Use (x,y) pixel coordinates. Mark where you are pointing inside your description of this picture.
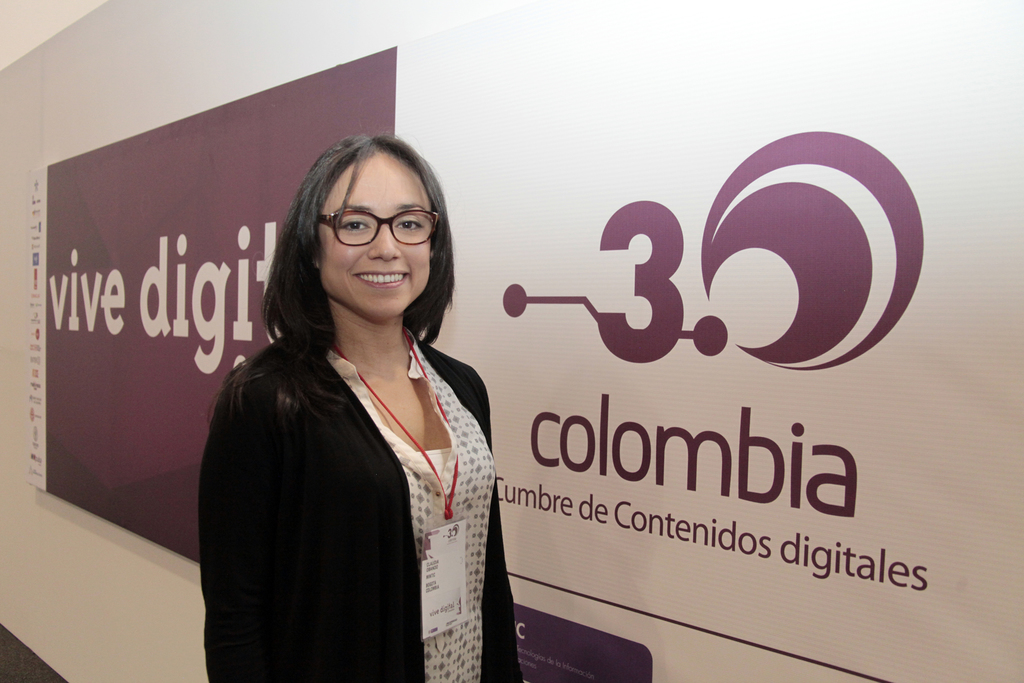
In this image we can see a woman (449,438) standing. On the backside (908,505) we can see a banner (1011,147) with some text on it.
